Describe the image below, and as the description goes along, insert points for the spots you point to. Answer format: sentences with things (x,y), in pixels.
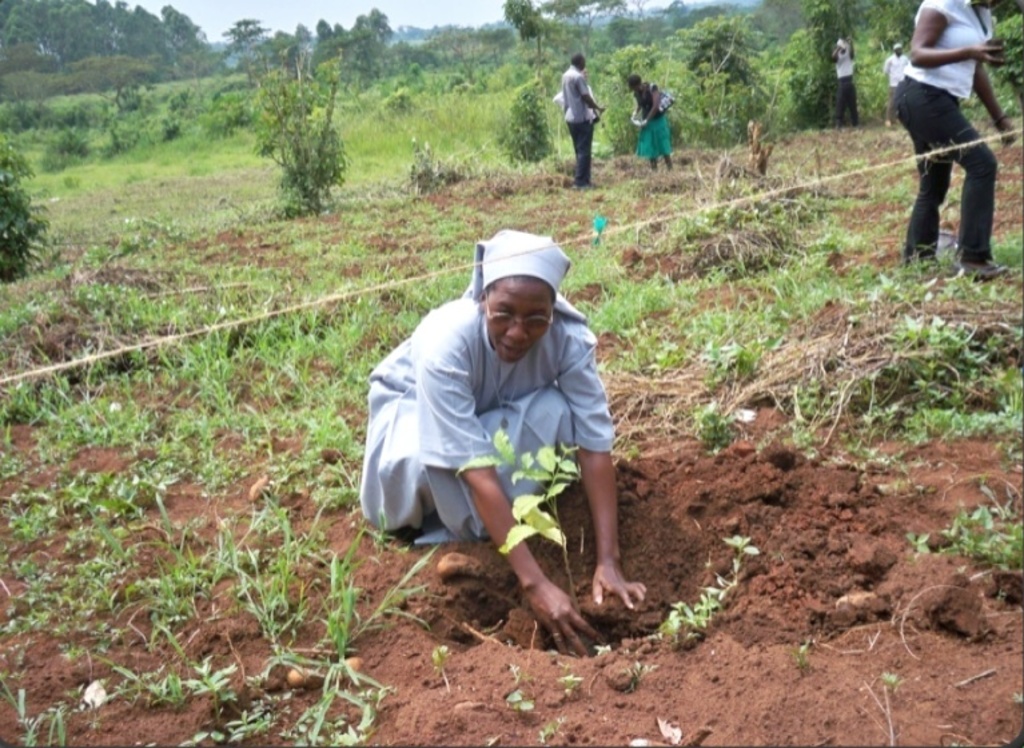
There are people (576,80) among them she is planting in the soil (615,690). We can see plants (438,650), rope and grass (380,253). In the background (283,59) we can see trees (445,62) and sky (474,19).
